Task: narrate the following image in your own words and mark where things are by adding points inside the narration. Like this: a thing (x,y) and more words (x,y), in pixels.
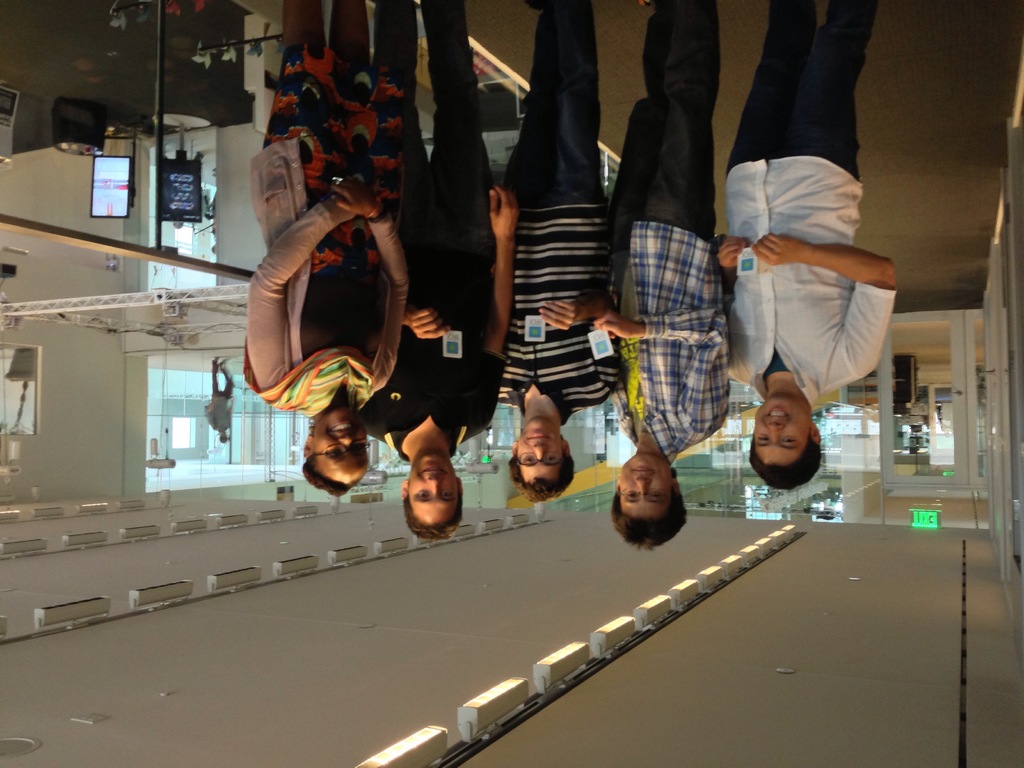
In the center of the image (405,340) we can see people (801,314) standing. In the background (246,414) there are doors (281,463) and there is a man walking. At the bottom (527,688) there are lights (774,547) and we can see some equipment (127,161).
